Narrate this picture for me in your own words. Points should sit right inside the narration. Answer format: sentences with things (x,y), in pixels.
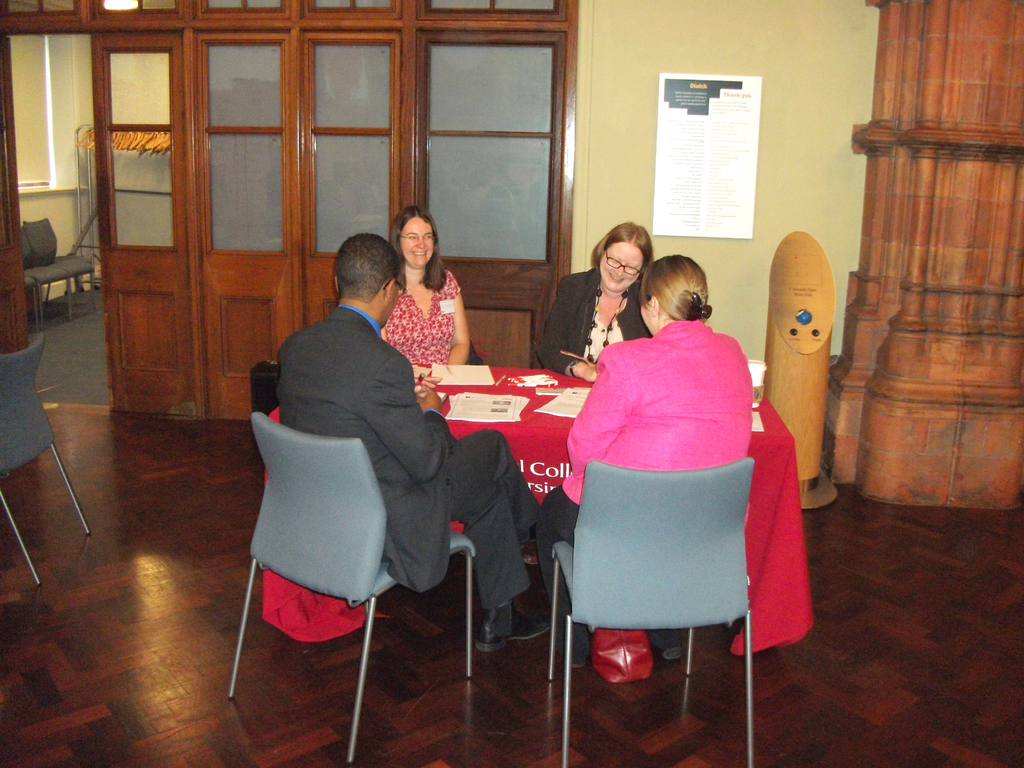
In the picture we can see a four people (717,377) sitting on the chairs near the table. On the table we can find red cloth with some books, papers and pens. In the background (469,308) we can see a cupboard (504,339) with chairs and a wall (60,84).
